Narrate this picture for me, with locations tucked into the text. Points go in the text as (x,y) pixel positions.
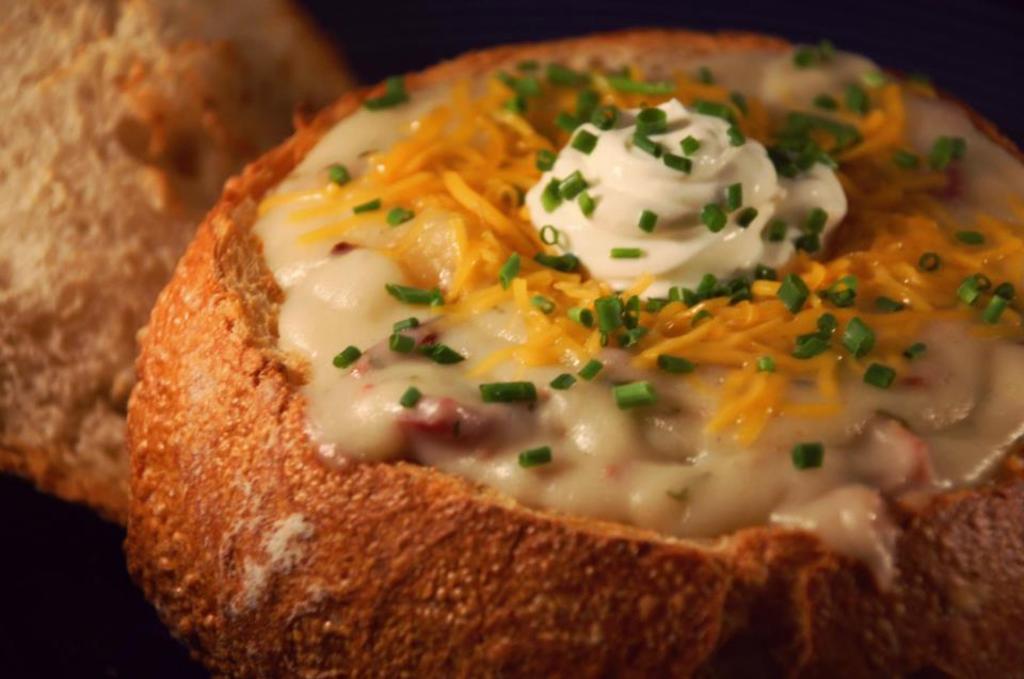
In this image I can see a food (507,132). In the background of the image (697,22) it is dark and blur.
